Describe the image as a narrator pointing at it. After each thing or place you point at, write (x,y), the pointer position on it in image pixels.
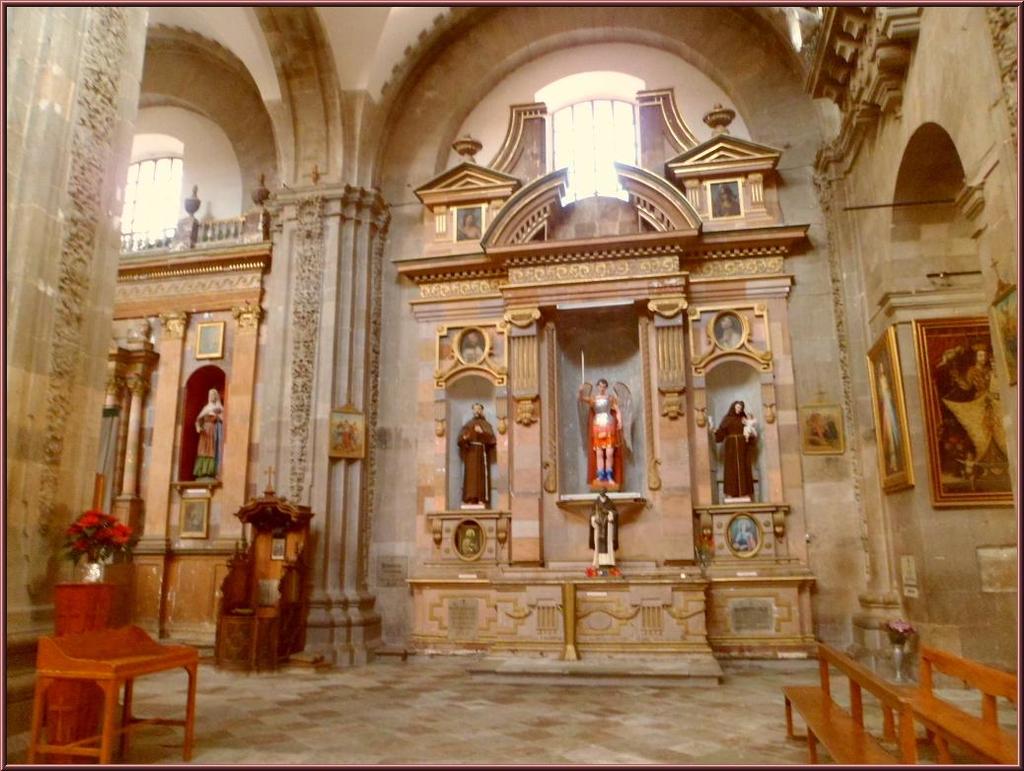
This is an inside view of a building (280,94) and here we can see statues (605,438), some frames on the wall (661,421) and there are stands (291,556), benches (912,712), flower vases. At the bottom (408,703), there is a floor (411,739).
